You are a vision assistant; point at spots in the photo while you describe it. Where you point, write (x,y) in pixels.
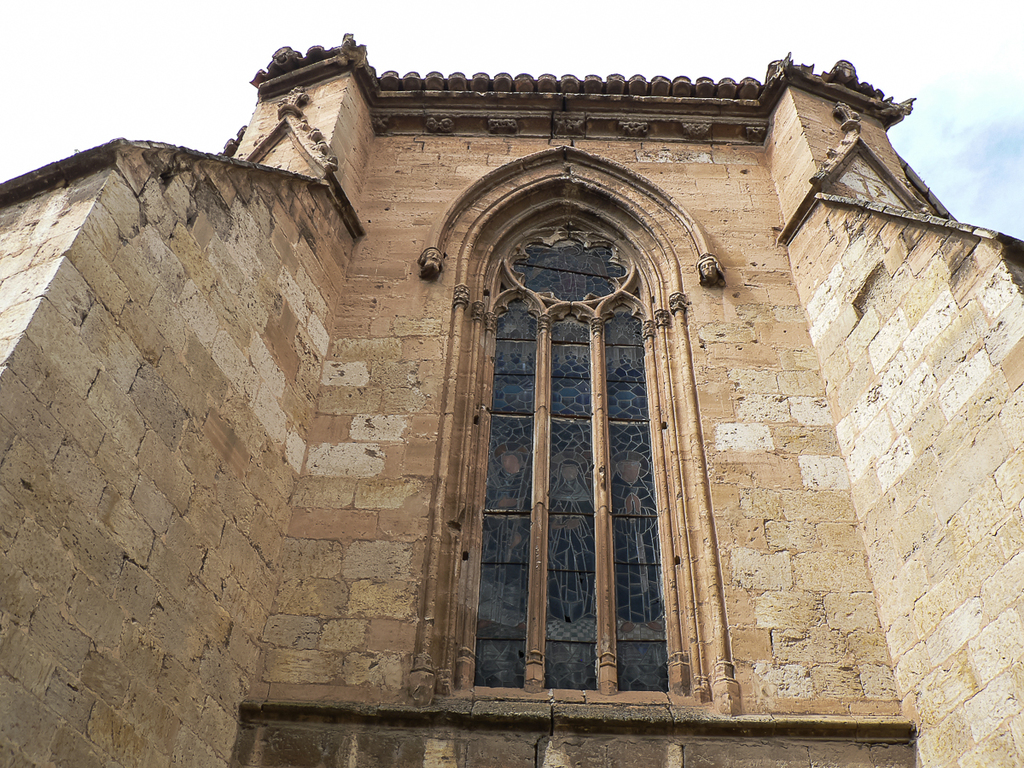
In this image I can see a cream colour building (107,511), the sky (948,58) and here I can see a glass window (561,360).
